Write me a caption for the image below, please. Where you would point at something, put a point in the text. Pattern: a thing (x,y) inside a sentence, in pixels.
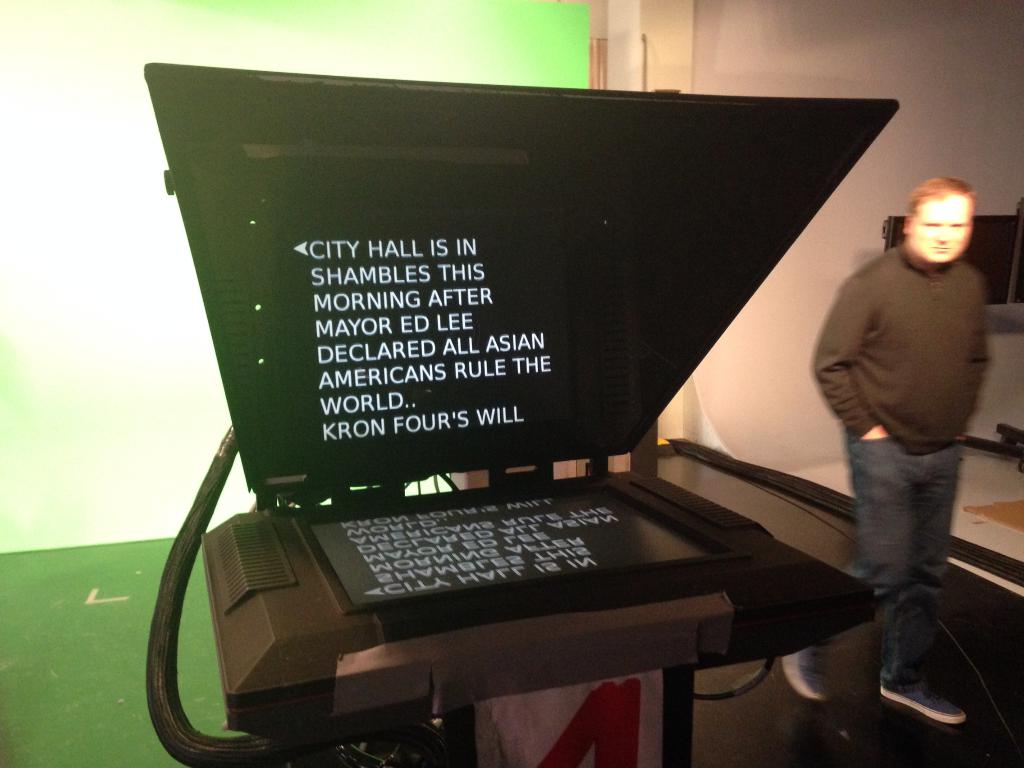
In this picture we can see the black screen (468,265) on which some matter (474,272) is written. Beside there is a man (900,390) wearing dark sweater (941,385) is walking. Behind there is a green background (77,294).
